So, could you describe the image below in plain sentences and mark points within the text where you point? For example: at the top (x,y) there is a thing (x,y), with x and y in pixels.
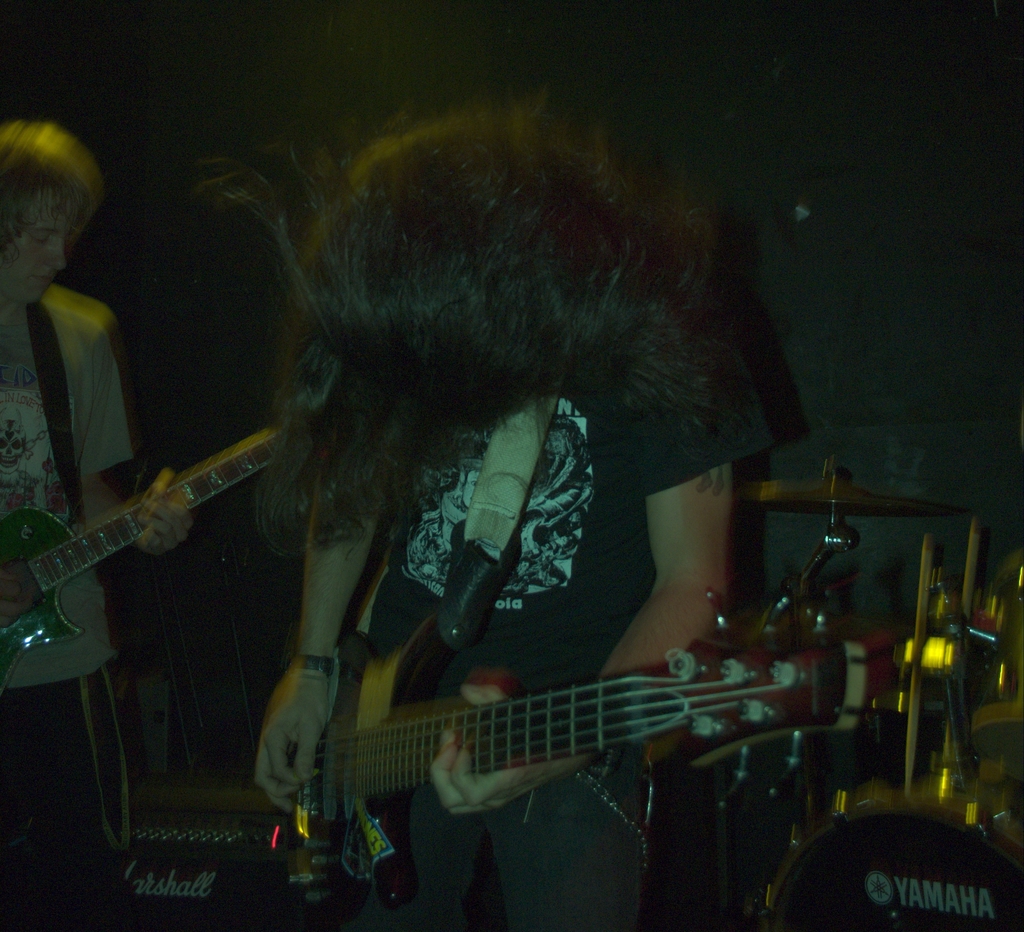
In this picture there is a person (447,351) who is standing in the center of the image (406,429), by holding a guitar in his hands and there is another person (14,193) who is standing on the left side of the image (102,403), by holding the guitar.
